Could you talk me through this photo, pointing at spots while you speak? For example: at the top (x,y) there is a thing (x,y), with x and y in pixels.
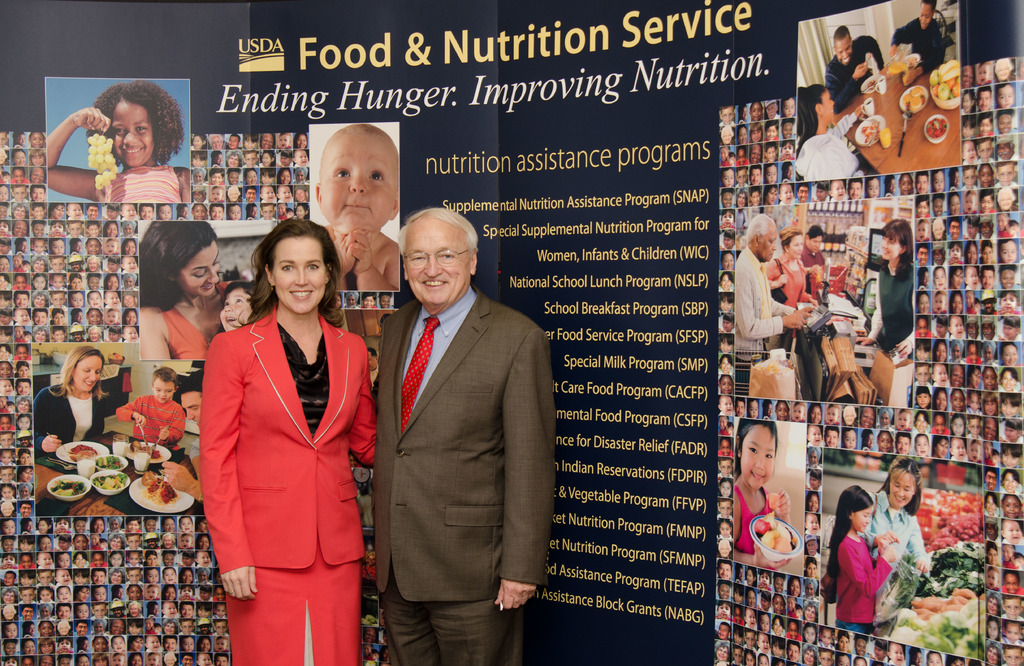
In this image in the front (383,392) there are persons (358,420) standing and smiling. In the background (342,133) there is a board (506,178) with some text (280,114) and images (340,164) on it.
